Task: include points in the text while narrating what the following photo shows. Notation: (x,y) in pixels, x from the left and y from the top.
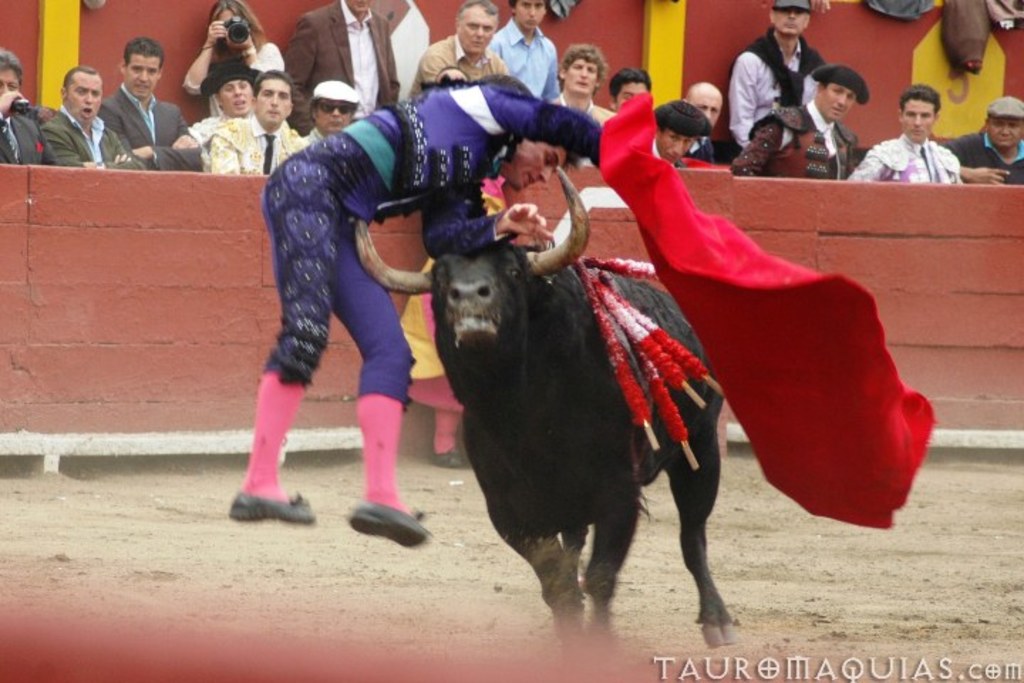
This image consists of a bull (496,406) in black color. Beside that, there is a man (360,292) wearing blue dress (384,161) and holding a red cloth (776,443). At the bottom (225,621), there is a ground (288,553). In the background (40,193), we can see a wall (780,245). Beyond which, there are many people (928,104).
